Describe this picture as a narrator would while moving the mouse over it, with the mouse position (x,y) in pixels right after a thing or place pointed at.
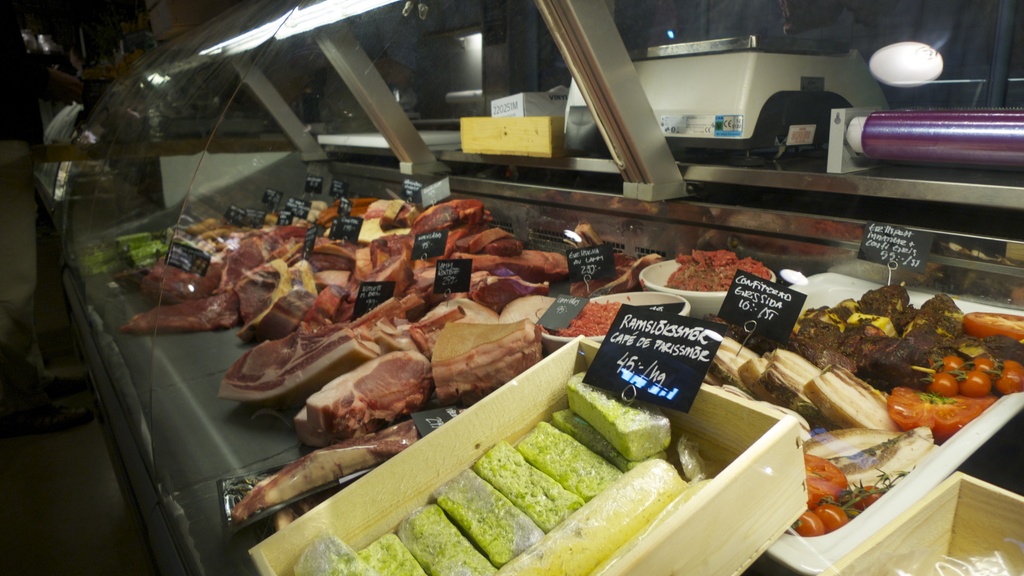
Here in this picture we can see number of food items (460,254) present over a place (385,168) and above that we can see lights (256,33) present.
